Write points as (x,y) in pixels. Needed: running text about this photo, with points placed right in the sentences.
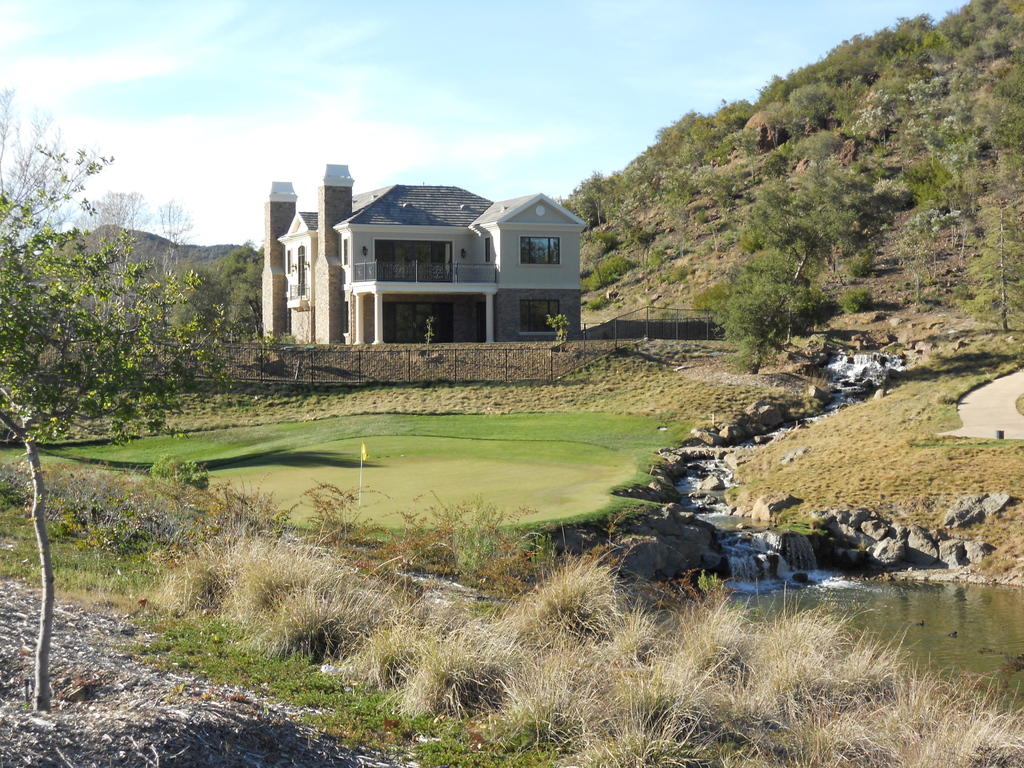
At the bottom of the picture (572,612), we see the grass (441,606). On the right side (693,472), we see the water (854,369) is flowing. Beside that, we see the pavement (980,403). On the left side (142,278), we see a tree (43,599). In the middle (425,337), we see a building (404,245) with a grey color roof (409,206). There are trees (218,289) in the background (785,221). At the top (413,66), we see the sky (302,96).
